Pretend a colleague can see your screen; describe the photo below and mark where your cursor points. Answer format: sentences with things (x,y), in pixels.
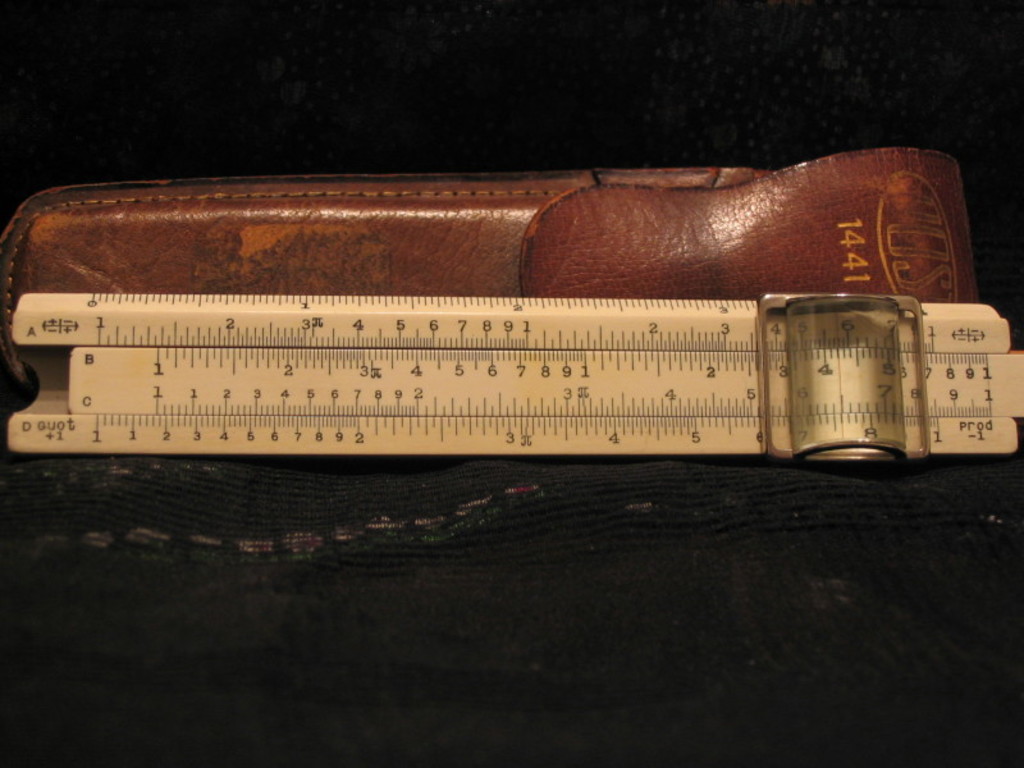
In this picture we can see a slide rule (563,394) and leather object (456,245). Behind the leather object (300,293) there is the dark background (85,96).
